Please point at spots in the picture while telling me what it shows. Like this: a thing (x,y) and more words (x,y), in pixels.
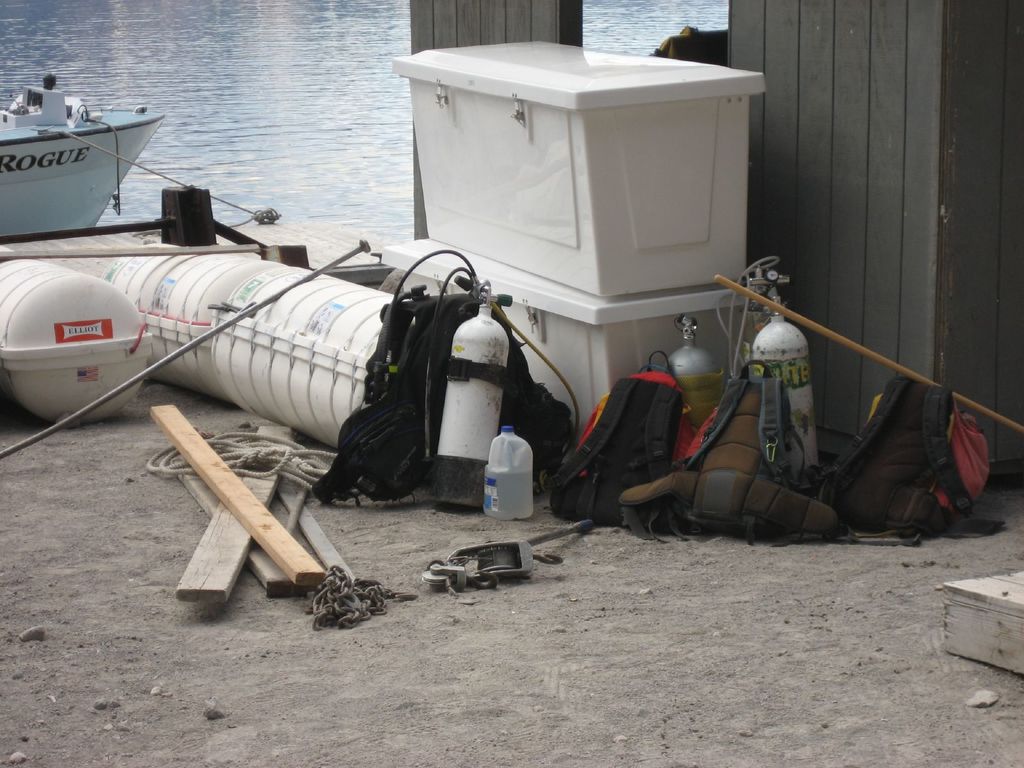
In this image we can see a boat (103,198) on the surface of the water (243,93). We can also see the bags (693,449), bottle (516,458), rope (233,461), chain (328,603), wooden sticks (306,585), boxes (666,362) and also some other objects (13,283). At the bottom (978,560) we can see the land (797,641).
